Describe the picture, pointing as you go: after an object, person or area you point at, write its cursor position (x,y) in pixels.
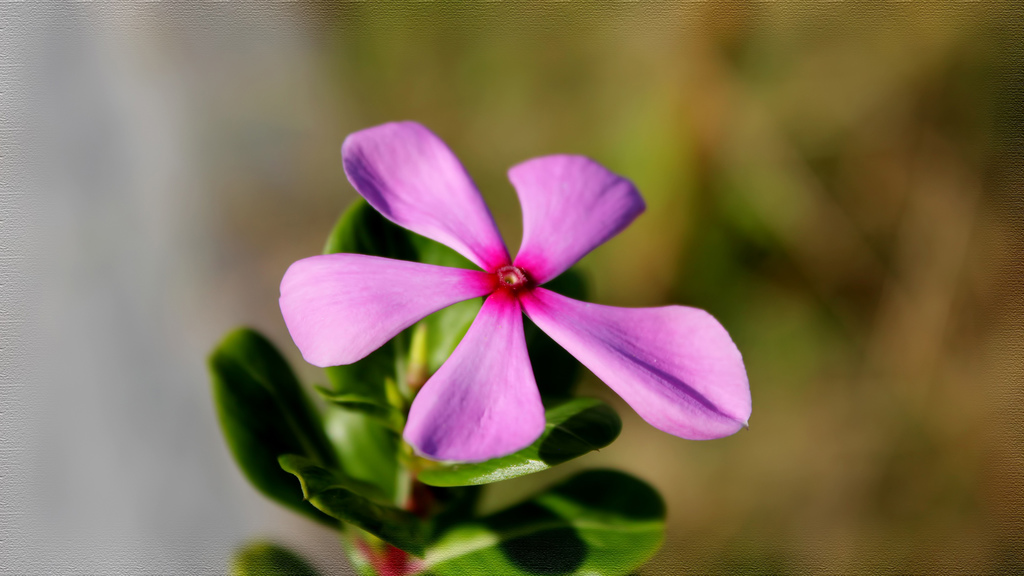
In this image we can see a purple color flower (567,241) to the plant (415,488) and the background (288,126) is blurred.
